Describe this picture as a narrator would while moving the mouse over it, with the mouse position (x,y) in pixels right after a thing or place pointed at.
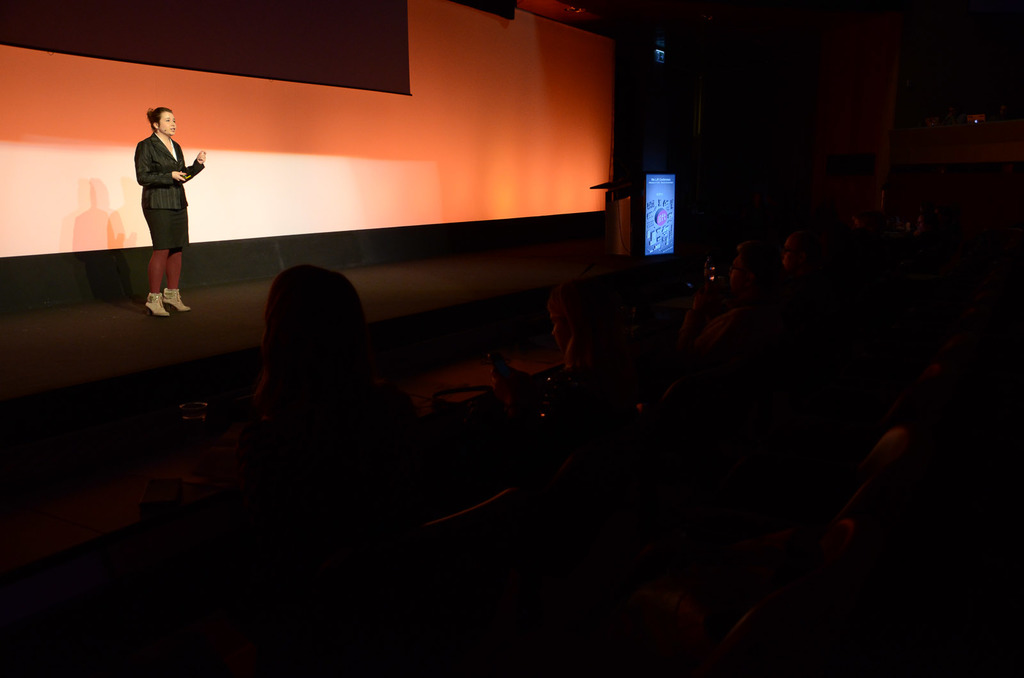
In this picture we can see some people (618,353) are sitting on chairs (736,383) and a woman (170,232) in the black blazer (151,187) is standing on the stage (128,364) and explaining something. On the right side of the woman (157,219) there is a podium (626,208) and behind the woman (155,221) there is a screen (278,133).
